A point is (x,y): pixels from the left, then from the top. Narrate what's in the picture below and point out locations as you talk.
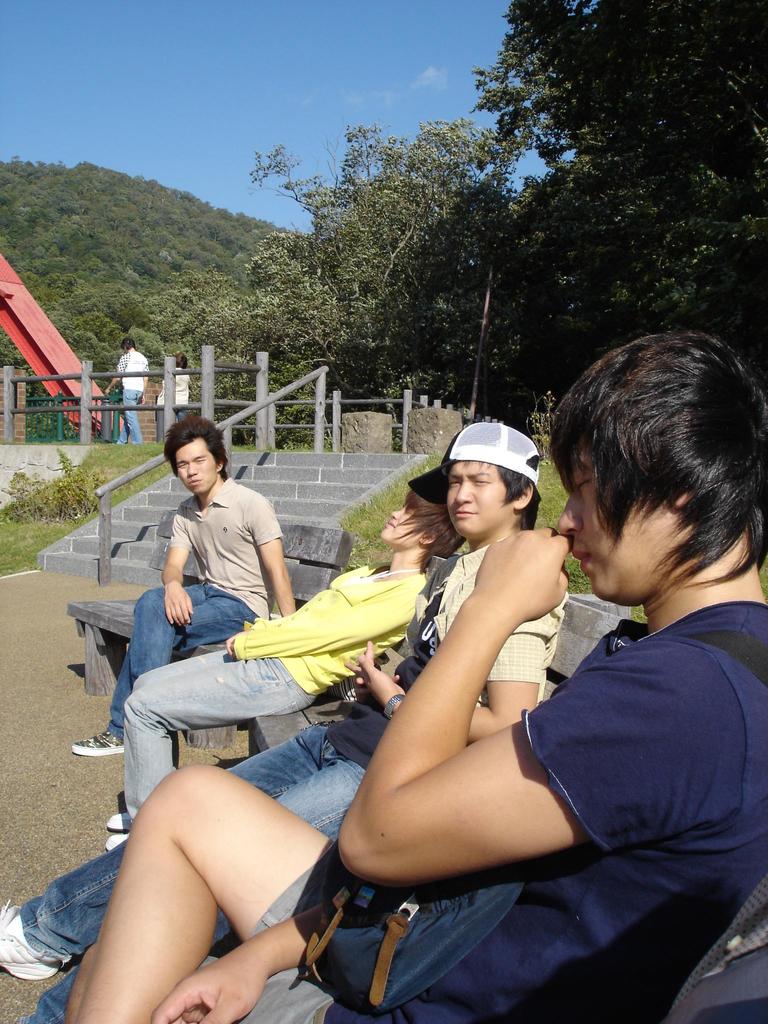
In this image there are people (347,813) sitting on benches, in the background (266,458) there are steps (333,453), railing (233,423), trees (323,336) and people (118,380) walking on pavement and the mountain (125,185) and the sky (281,97).
